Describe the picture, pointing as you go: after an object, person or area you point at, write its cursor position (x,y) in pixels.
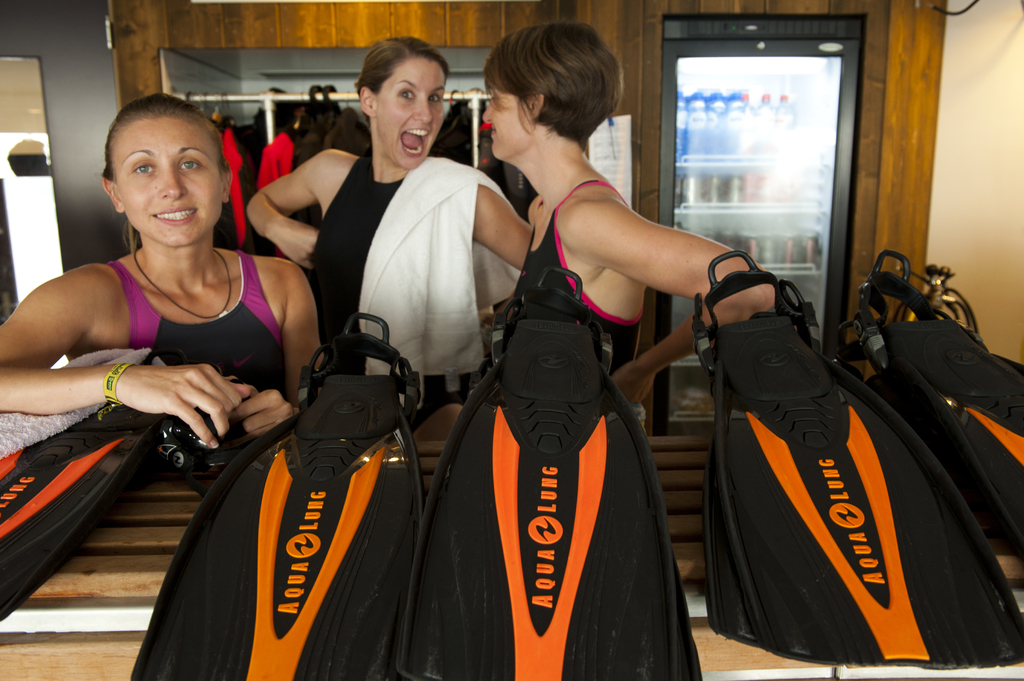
As we can see in the image there are black color fins (354,489), clothes (301,136) and hangers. There is a wall (1018,173) and fridge (784,184). In fridge (782,136) there are bottles (760,120).
